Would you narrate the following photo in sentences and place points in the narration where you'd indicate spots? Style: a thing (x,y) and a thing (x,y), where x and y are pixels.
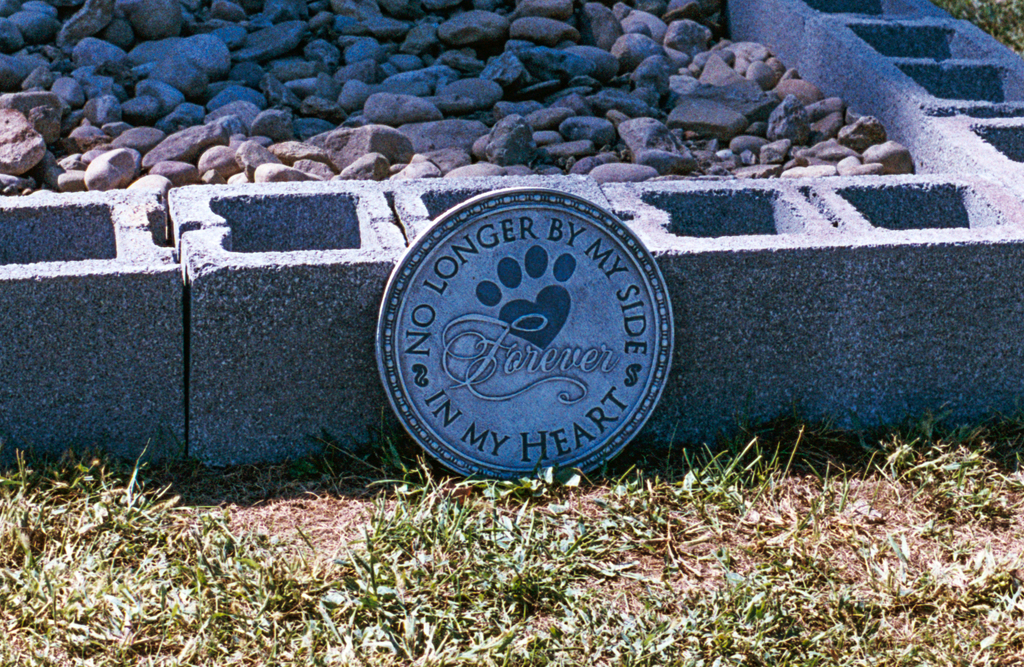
In this image we can see stones (451,61), concrete bricks (692,277), memento (529,277) and grass (387,457).
